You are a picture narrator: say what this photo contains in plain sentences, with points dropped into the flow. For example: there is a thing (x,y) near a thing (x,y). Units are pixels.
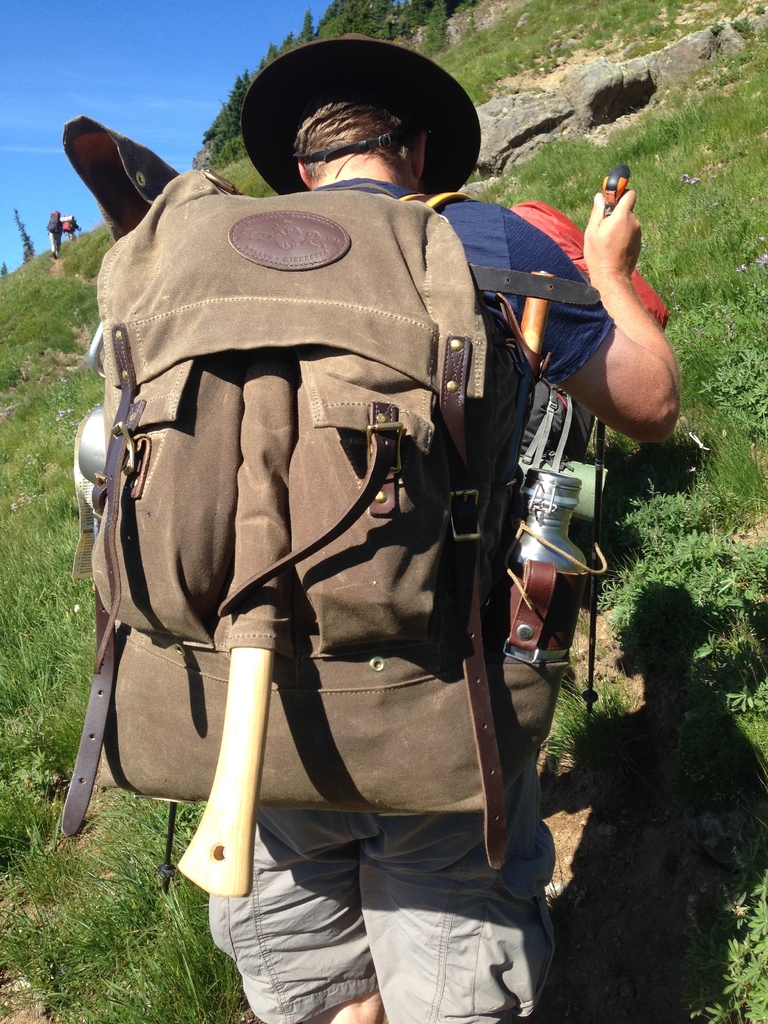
In this image In the middle (355,670) there is a man (461,215) he wear blue t shirt (510,236), trouser (412,923) and backpack (340,400). In the background (444,28) there is a hill (561,81) and sky (114,88).
